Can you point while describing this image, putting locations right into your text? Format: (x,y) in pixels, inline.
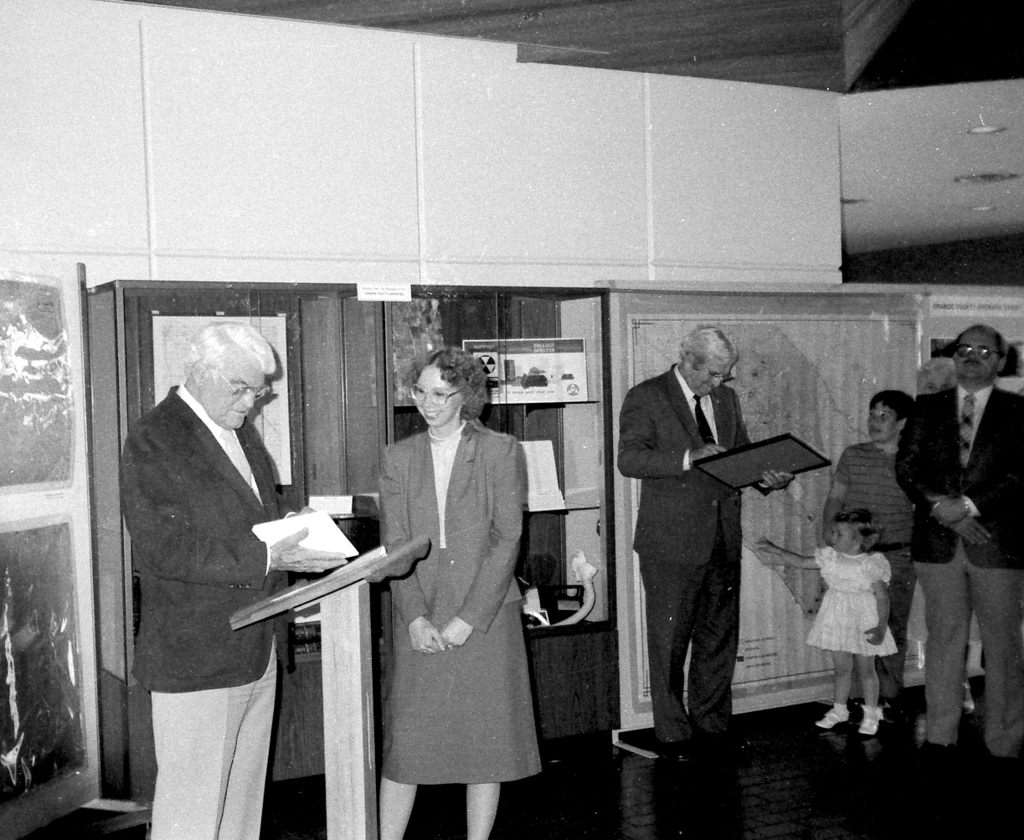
In this image I can see few people (705,612) standing and wearing the dresses (730,550). I can see two people (220,700) are holding something. In the background (761,604) I can see the boards (279,461) and some objects (540,510) in the rack (477,325). And this is a black and white image.
